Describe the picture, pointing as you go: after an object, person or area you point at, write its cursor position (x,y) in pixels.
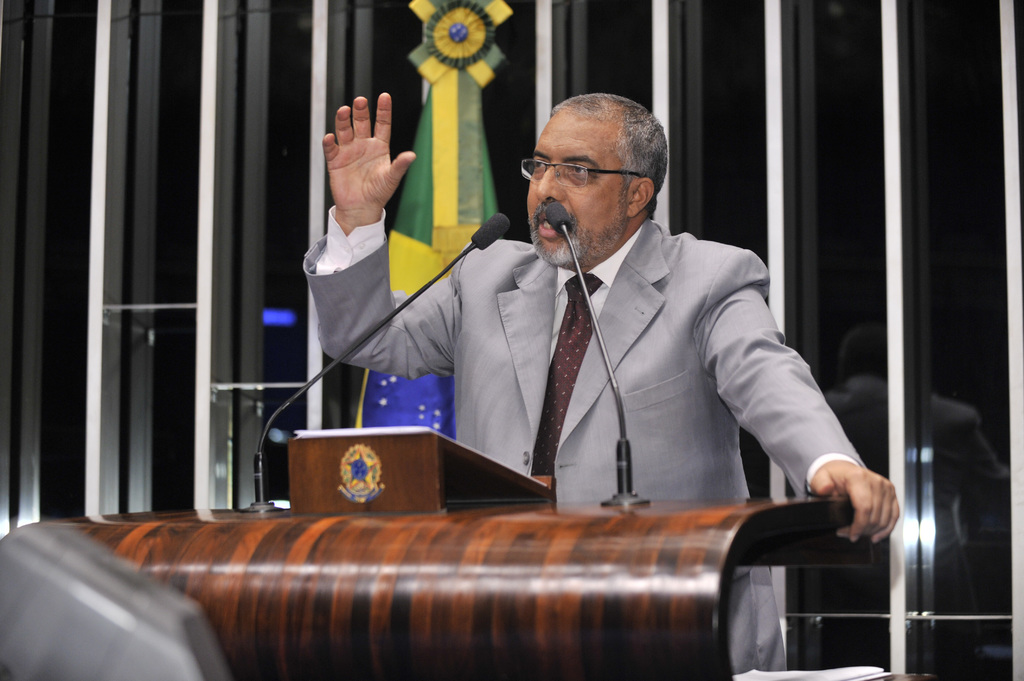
In this picture I can see a person (571,272) wearing the coat (546,314). I can see the wooden podium (519,554) in the foreground (460,569). I can see the microphone (436,278).
